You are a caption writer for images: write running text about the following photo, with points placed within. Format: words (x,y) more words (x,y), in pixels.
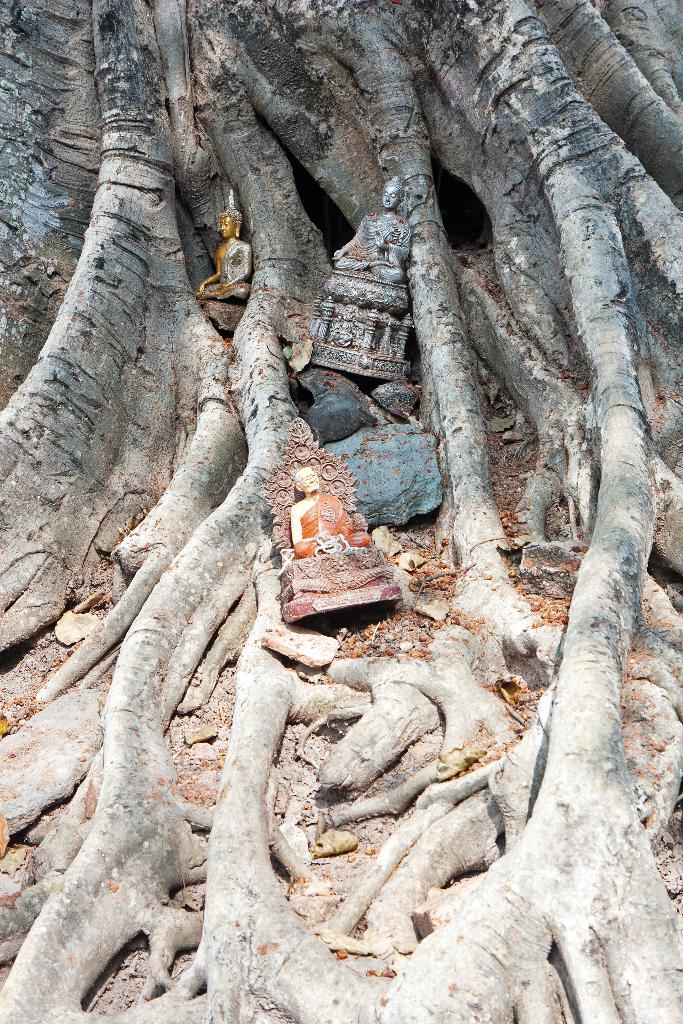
In this image there are few person idols (320,308) are on the roots (383,667) of the tree (601,192) which are on the land (228,684). On land (200,710) there are few leaves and rocks (333,408).
